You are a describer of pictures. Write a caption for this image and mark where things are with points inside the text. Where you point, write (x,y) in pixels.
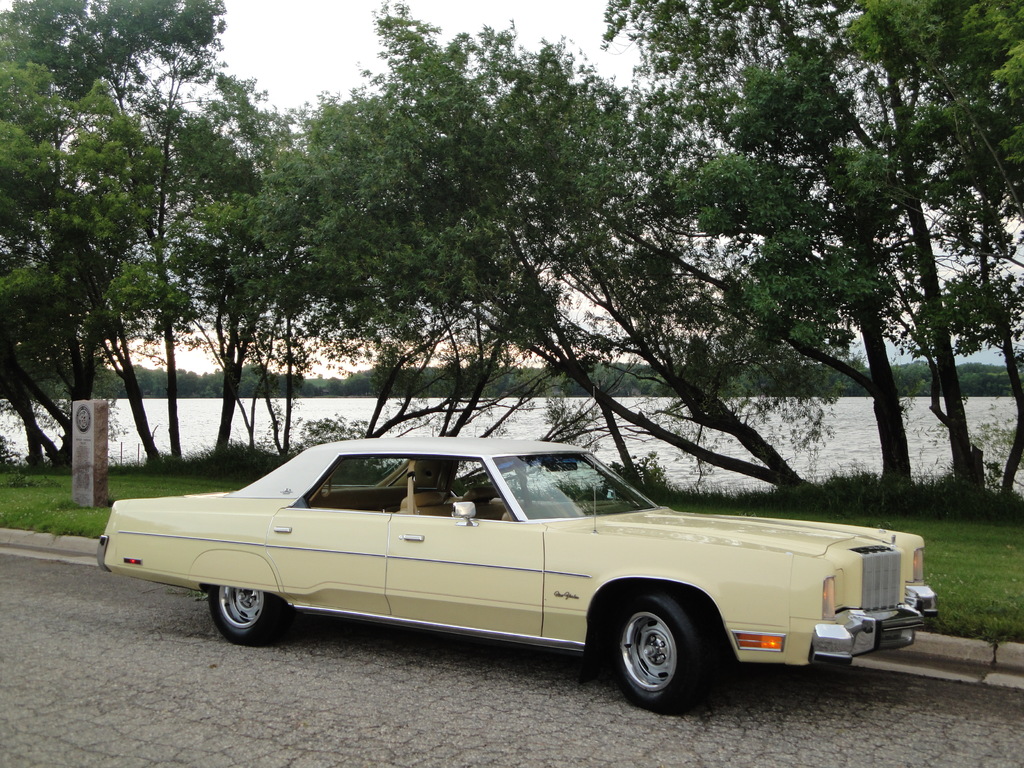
In the center of the image (559,462) we can see a car (431,583) on the road (717,722). In the background (969,548) there is grass (937,513), trees (552,366), river (413,406) and sky (375,57).
